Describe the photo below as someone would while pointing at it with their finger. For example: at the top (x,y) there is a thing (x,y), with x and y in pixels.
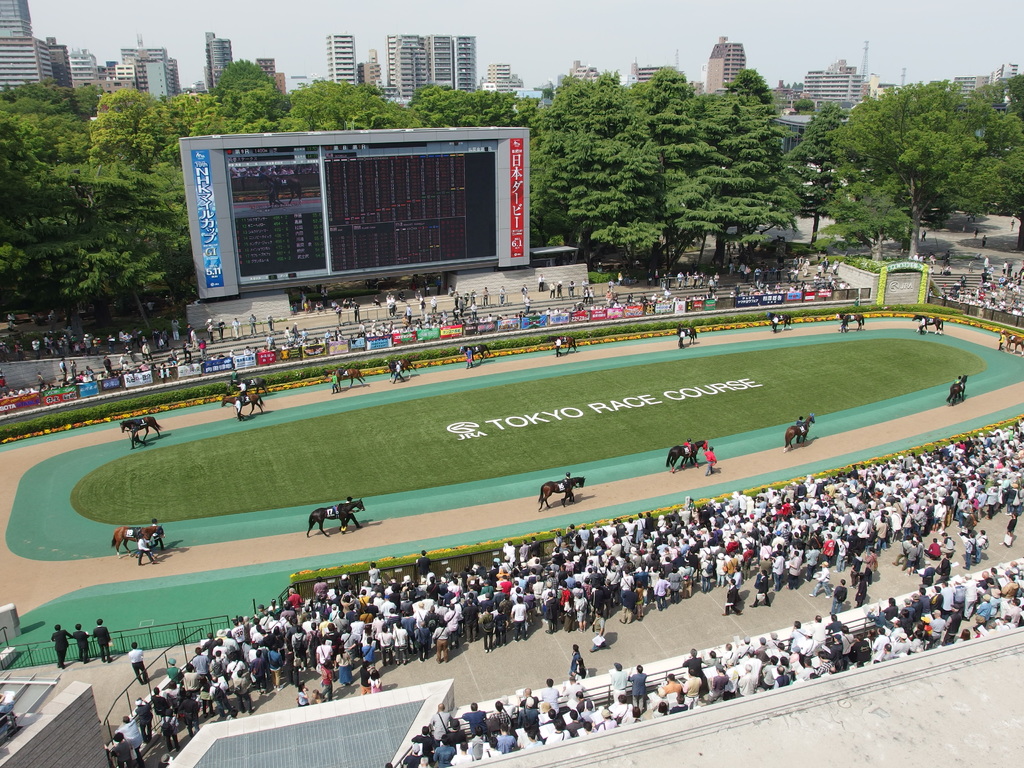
In the foreground of this image (636,572), there are group of people (694,705) standing. In the background (346,521), there are horses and persons (142,538) walking in a circular motion and we can also see persons (588,287), buildings (147,65), trees (680,168) and the sky (527,38).
